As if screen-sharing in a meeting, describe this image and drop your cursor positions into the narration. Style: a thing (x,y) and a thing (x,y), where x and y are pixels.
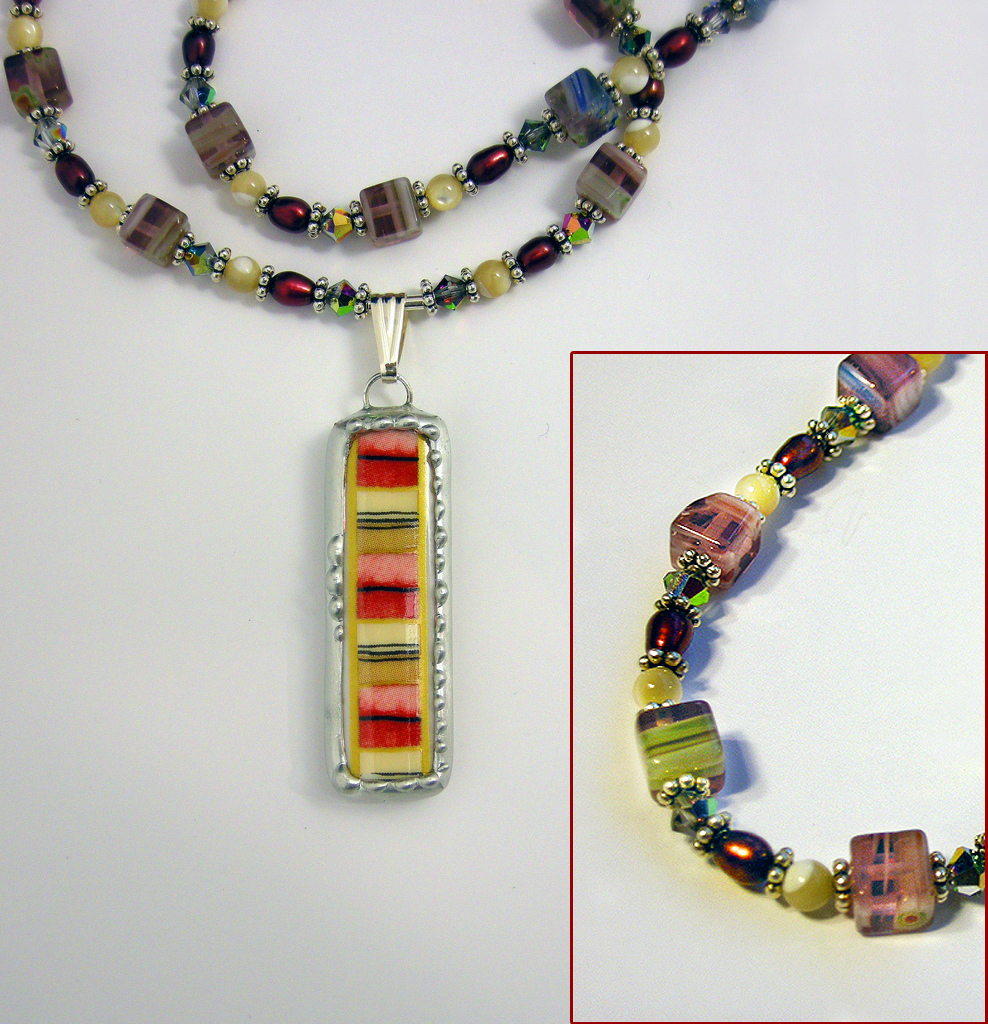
In this image there is a chain (394,294) on the floor (328,362). Right side (692,383) there is an image (661,774) of a chain (739,830) having few beads (776,896) and pearls (812,888). Left side (269,282) chain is having a pendant (428,458).
